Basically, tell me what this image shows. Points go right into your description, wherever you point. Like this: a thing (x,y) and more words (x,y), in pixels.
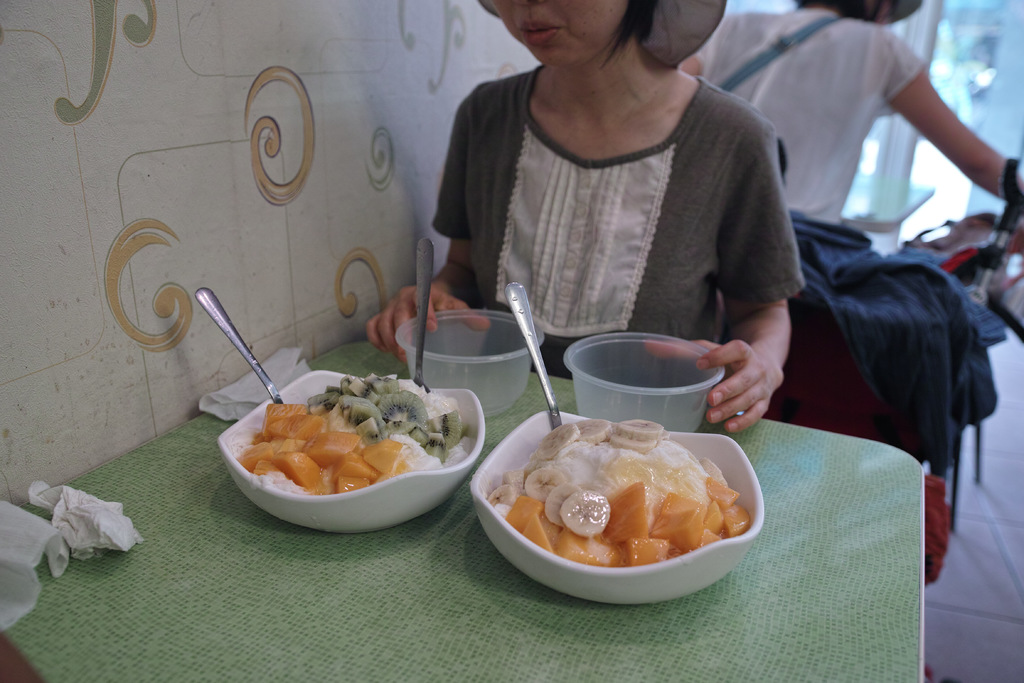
In this image I can see two people (684,182) sitting in-front of the tables (751,569). I can see the bowls (503,462) with food (400,462). To the side of these bowls (399,438) I can see two empty bowls (510,385) and tissue papers (115,511). These are on the table (469,614). To the right (907,367) I can see some clothes (882,361). And there is a blurred background (996,74).
